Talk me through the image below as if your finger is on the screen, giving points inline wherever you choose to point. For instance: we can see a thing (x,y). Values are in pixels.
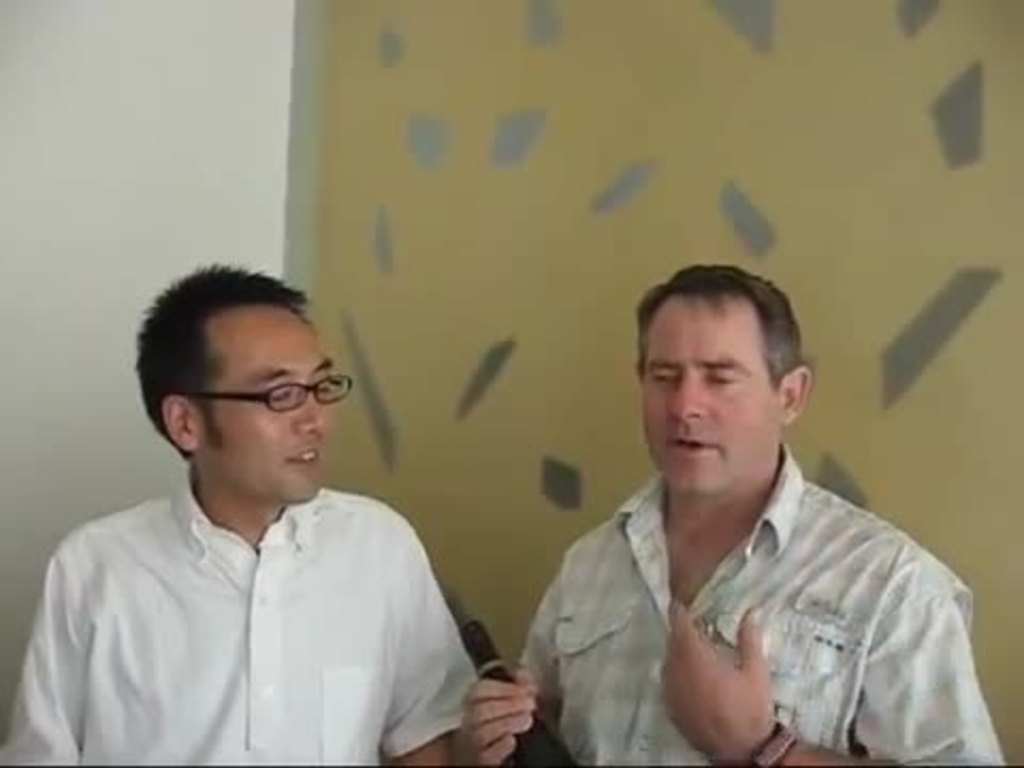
In this image we can see two men (633,585). In that a man (561,713) is holding a bottle (558,743). On the backside (450,364) we can see a wall (360,424).
